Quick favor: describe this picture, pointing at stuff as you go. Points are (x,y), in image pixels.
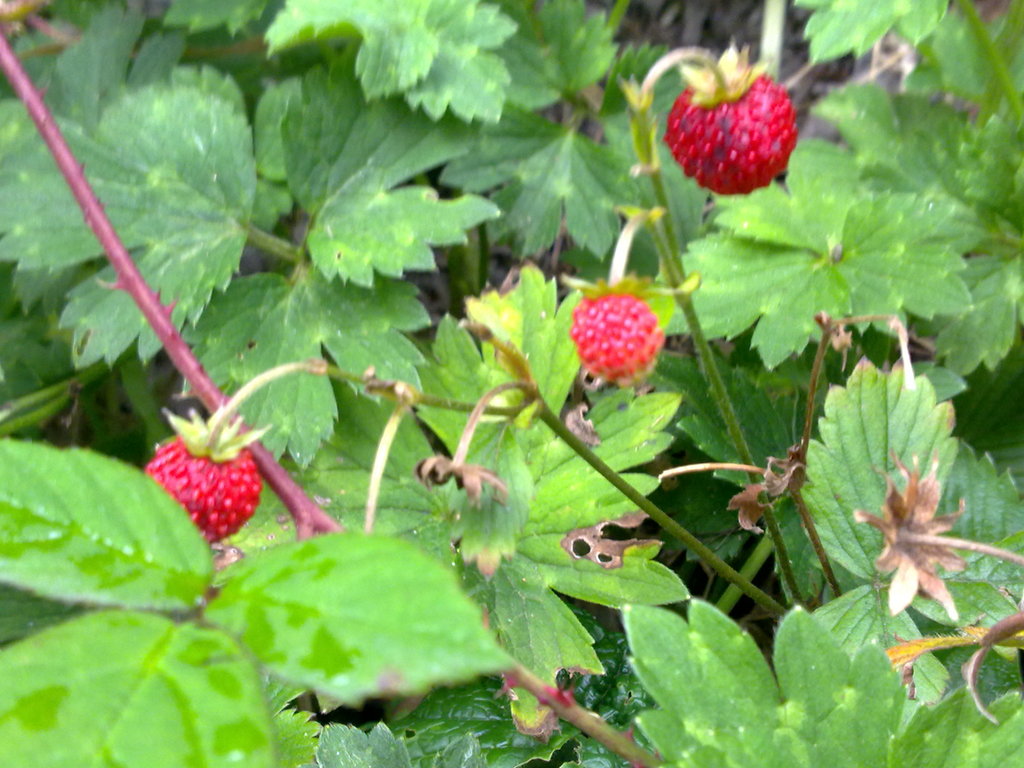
In this picture we can see three red fruits (234,474) and in the background (783,279) we can see leaves (456,428).
